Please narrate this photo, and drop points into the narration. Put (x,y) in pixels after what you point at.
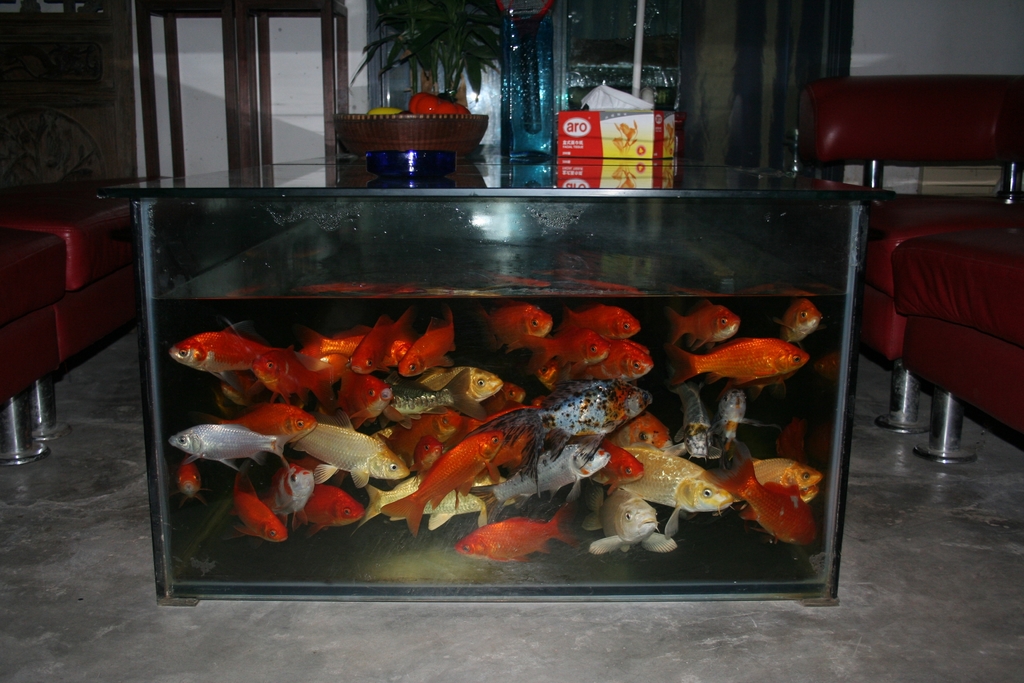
In this image there is a glass table (456,178). Below the table (504,171) there is an aquarium (372,272). There are many fishes (415,405) in the water (540,396). On the table (448,195) there is a basket (385,136). Behind the basket (410,121) there is a houseplant (432,41). Beside the basket (454,135) there is a box (630,129). There are couches (969,226) on either sides of the image. In the background (890,28) there is a wall (881,37).
